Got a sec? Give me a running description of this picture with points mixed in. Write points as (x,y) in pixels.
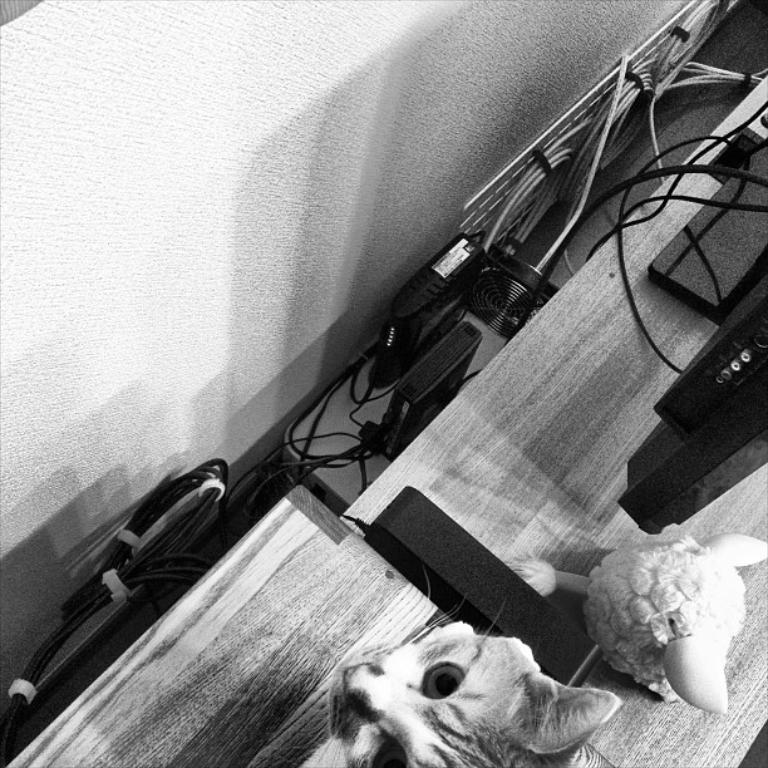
In this image there is a cat (467,729), a doll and a monitor (694,454), adapter (748,200) and some cables (691,234) on a table (450,496), behind the table (418,450) there is a router (434,358) and cables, behind that there is a wall (363,135).
